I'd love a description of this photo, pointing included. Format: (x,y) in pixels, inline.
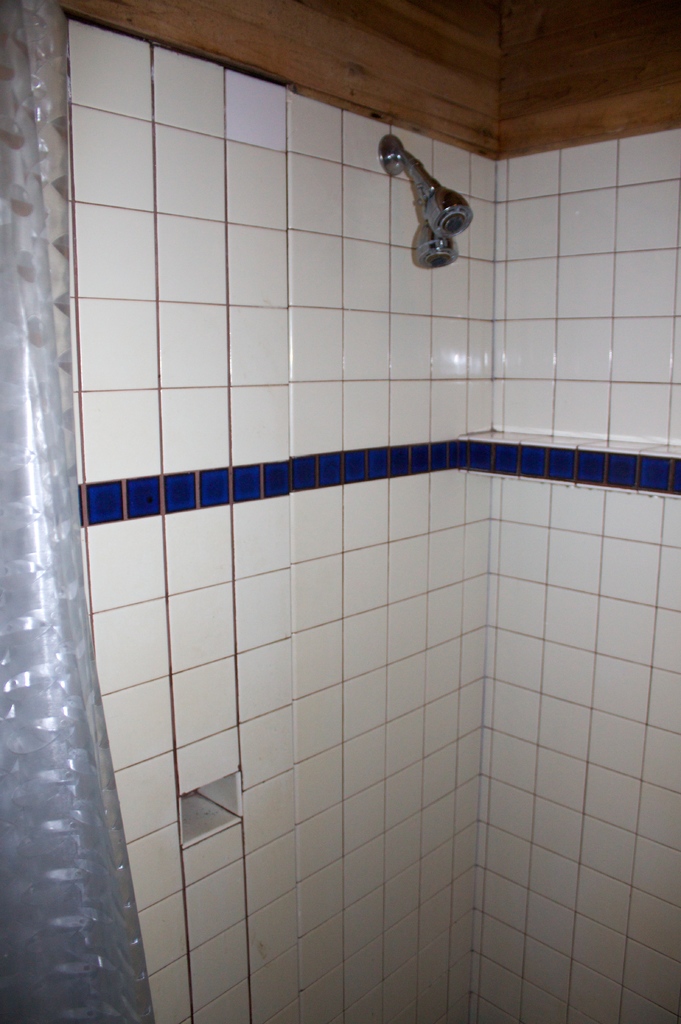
There are showers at the top side of the image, it seems like a curtain (50,671) on the left side (50,754).
